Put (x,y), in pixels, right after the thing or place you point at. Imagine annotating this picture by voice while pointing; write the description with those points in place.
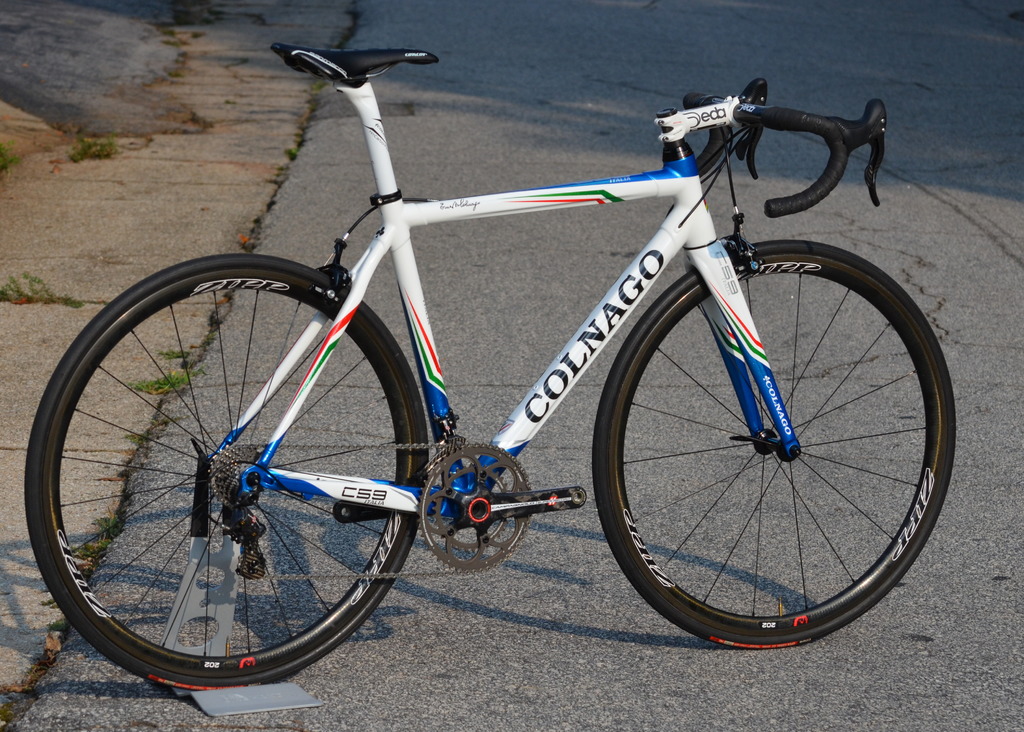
In the center of the image (573,356) we can see a bicycle (274,479) on the road (685,642).
